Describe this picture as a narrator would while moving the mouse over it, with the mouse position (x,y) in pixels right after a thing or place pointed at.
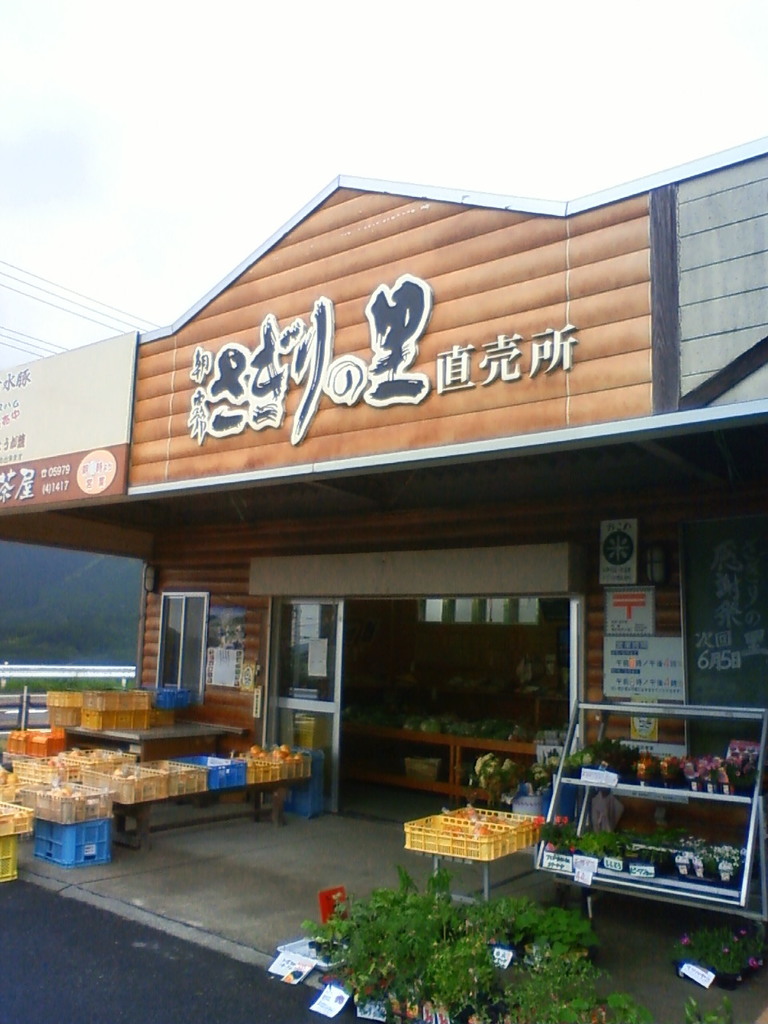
In this image we can see a shop (241,365), there is a board (68,426) with some text (65,487) written on it, there are some plants (565,962), vegetables (478,820) and fruits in some trays (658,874), there are some house plants (717,855) on the stands (732,798), there are some papers (605,648), we can see a window (193,632), also we can see the sky (340,119).
